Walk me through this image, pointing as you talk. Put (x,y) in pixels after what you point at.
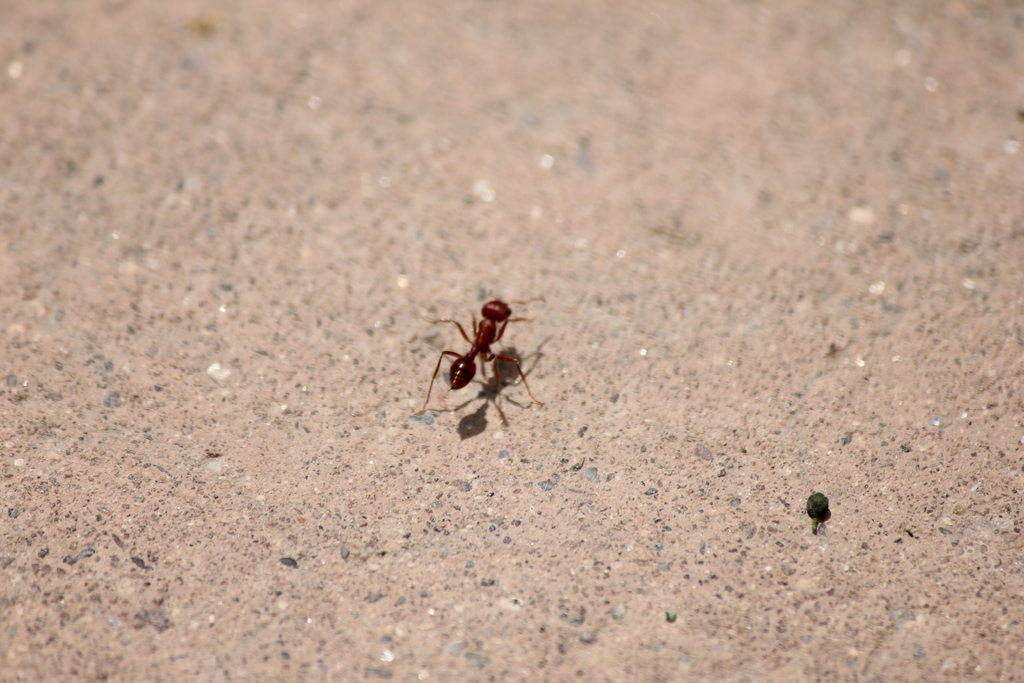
There is an ant (512,361) in the center of the image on the surface (556,289).
